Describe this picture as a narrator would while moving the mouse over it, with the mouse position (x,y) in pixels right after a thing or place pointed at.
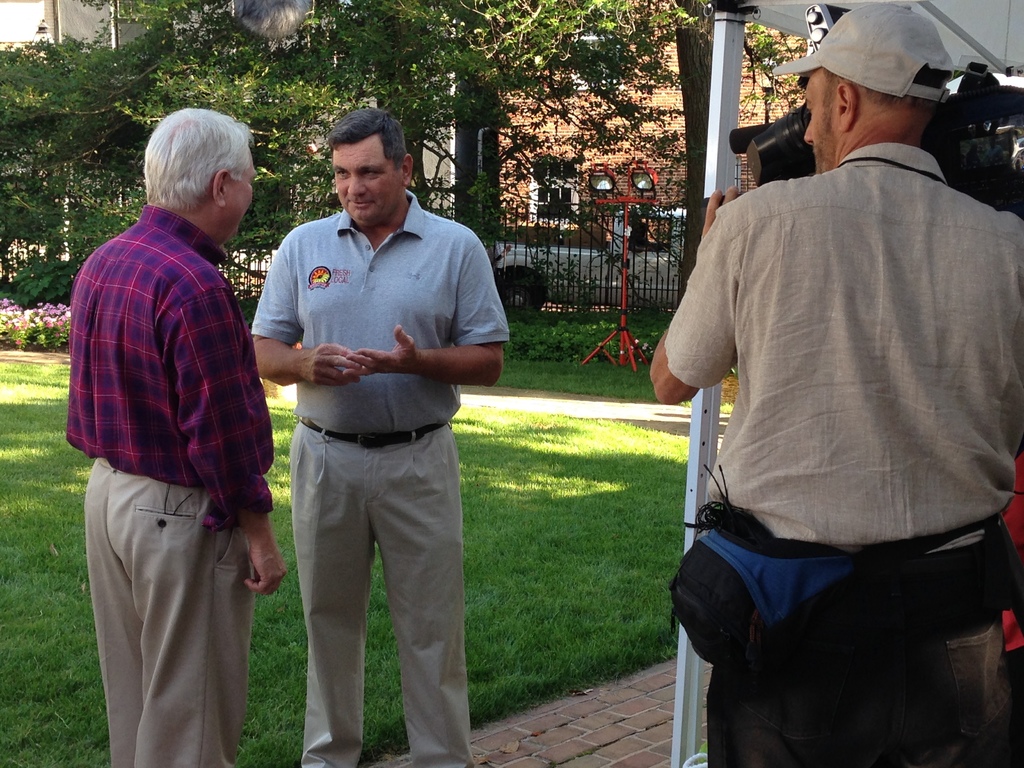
This image is taken outdoors. At the bottom of the image (578,687) there is a floor (594,698) and a ground (569,617) with grass (556,553) on it. In the middle of the image (417,395) two men (125,454) are standing on the floor (490,739) and talking. On the right side of the image (908,357) a man (793,462) is standing and he is holding a camera (742,147) in his hands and there is a tent (980,46). In the background (496,111) there is a building (659,178), a railing (615,272) and there are a few trees (18,225).
